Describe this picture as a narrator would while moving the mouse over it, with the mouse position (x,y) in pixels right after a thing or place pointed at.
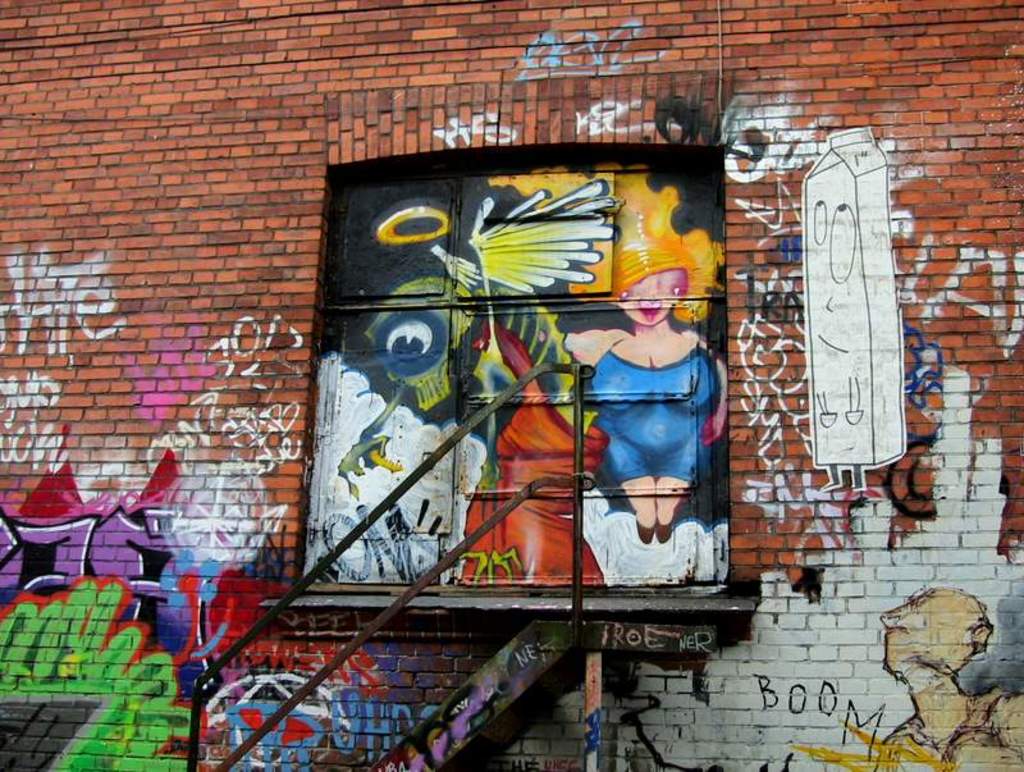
In this picture we can see a brick wall (696,87), there is a painting (53,533) on the wall (85,542).
